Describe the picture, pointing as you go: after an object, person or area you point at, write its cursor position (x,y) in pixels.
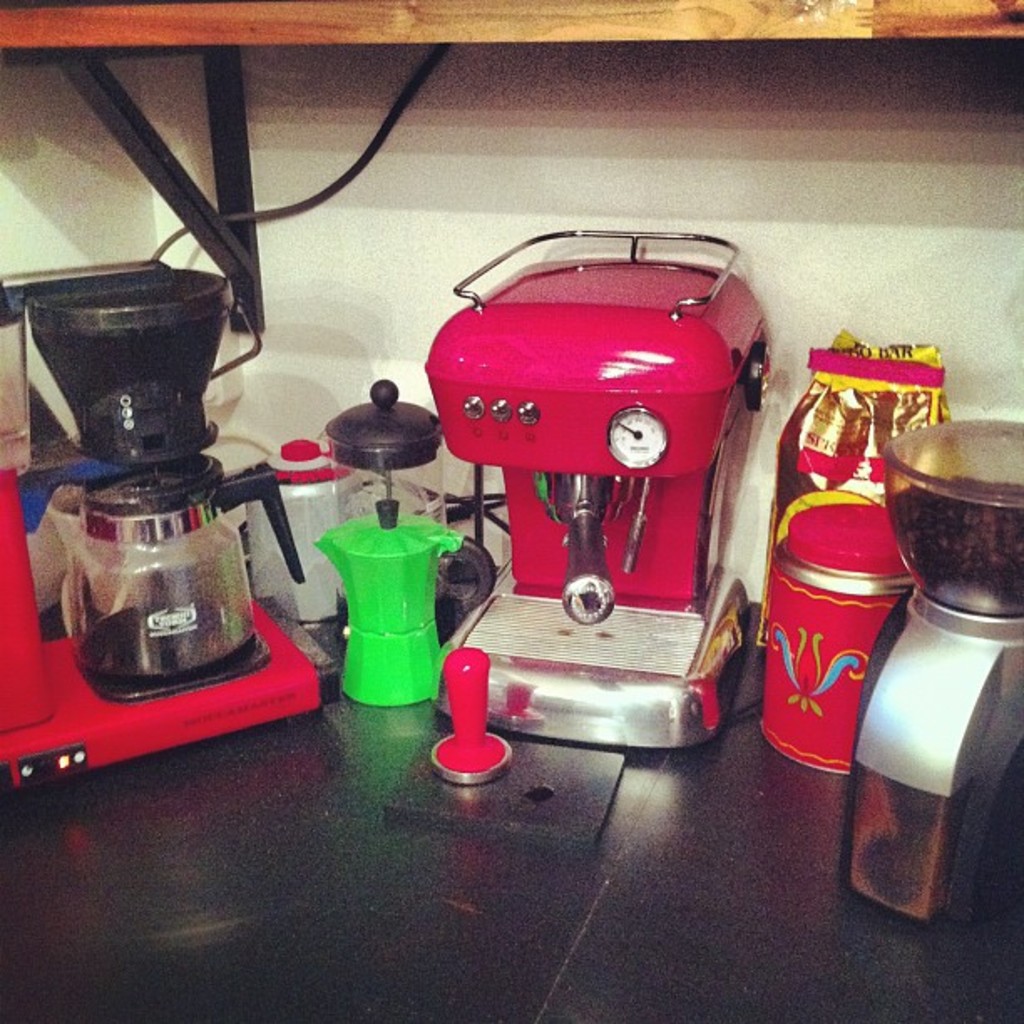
In this picture I can see few coffee makers (11,576) and few jugs (374,586) and a packet (803,435) and I can see a wooden shelf (1019,19) fixed to the wall (1001,69).
